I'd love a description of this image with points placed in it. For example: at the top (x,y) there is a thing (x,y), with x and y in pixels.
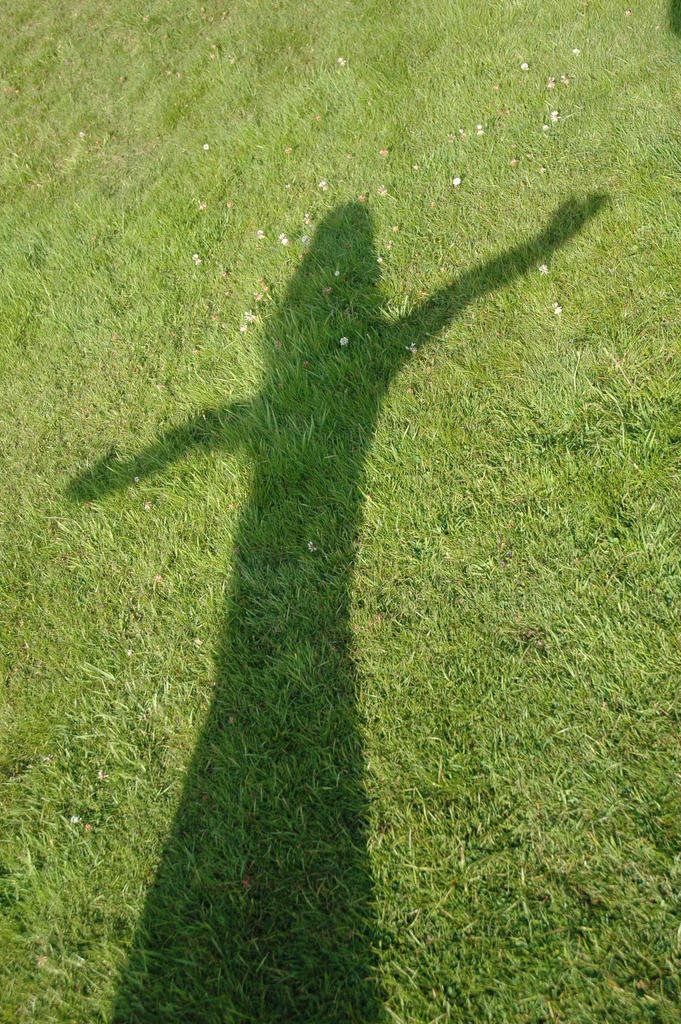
In this picture there is grass (280,318). In the center of the picture (310,436) there is a shadow (262,407) of a person (307,406).
